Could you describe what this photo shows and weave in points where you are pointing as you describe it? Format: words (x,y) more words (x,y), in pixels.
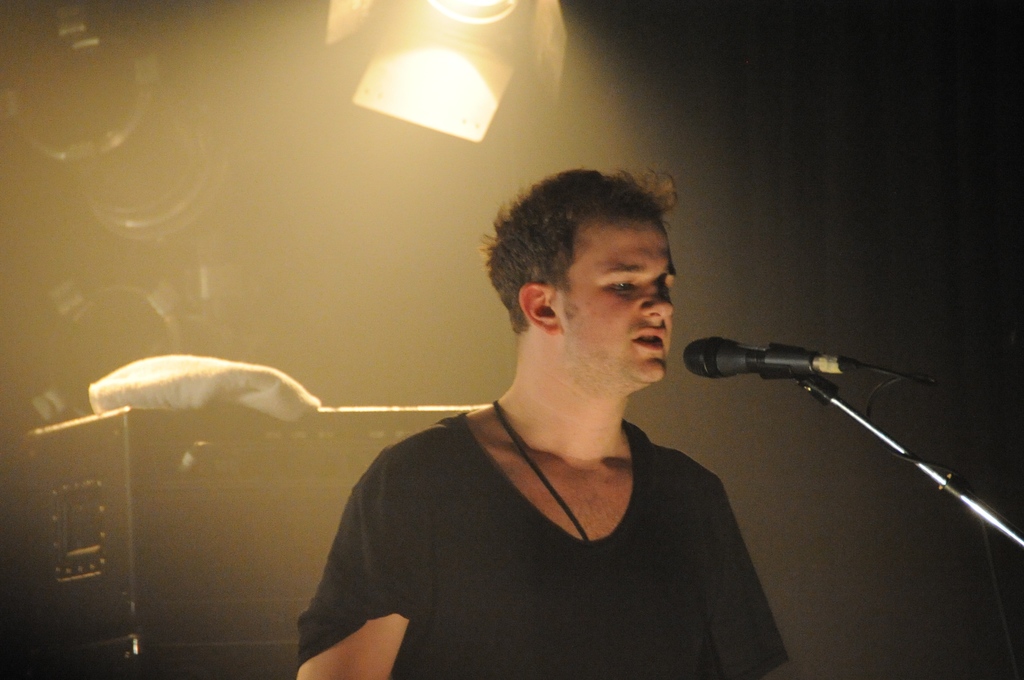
A person (526,500) wearing a black T-shirt (576,559) is singing. In front of him there is a mic (811,371) and mic stand (797,373). In the background (198,371) there are some objects (201,383). Also there is a light (395,56).
